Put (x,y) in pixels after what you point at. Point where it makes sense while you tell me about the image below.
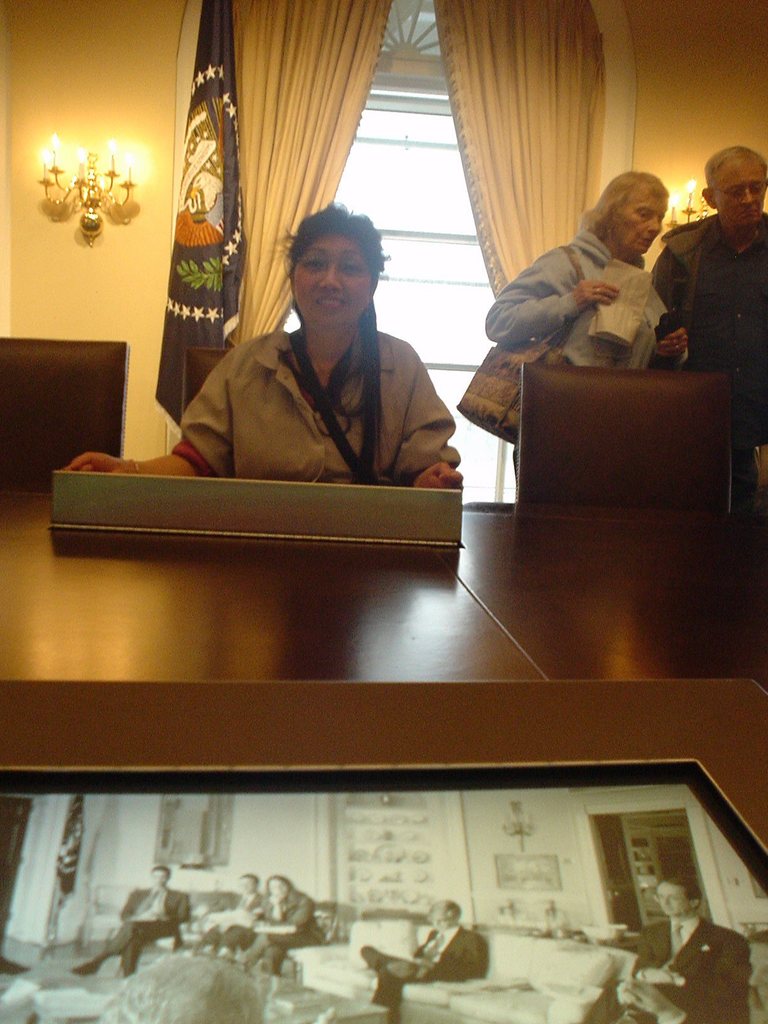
In this image we can see a woman (324,265) sitting on the chair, and in front (569,646) here is the table (579,635) and photo frame (419,780) on it, and at back (734,285) here two persons (708,329) are standing, and here is the curtain (547,101), and here is the lamp (68,195).
